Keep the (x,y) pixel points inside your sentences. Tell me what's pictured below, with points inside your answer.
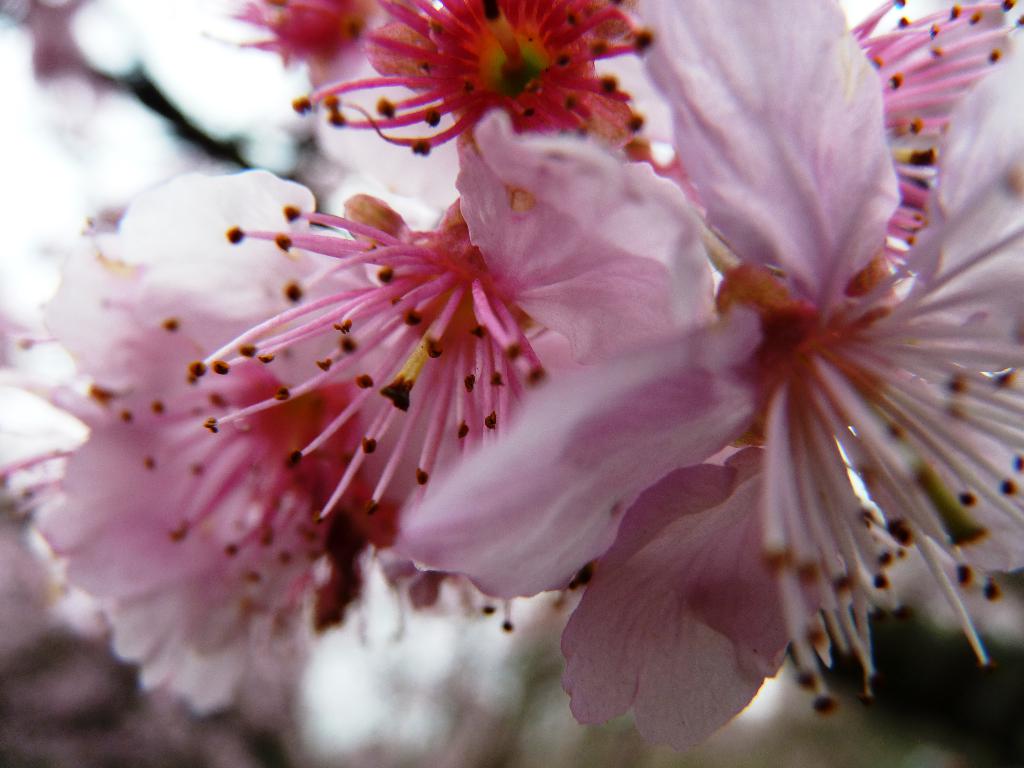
In the picture we can see some flowers (159,367) which are pink in color.
